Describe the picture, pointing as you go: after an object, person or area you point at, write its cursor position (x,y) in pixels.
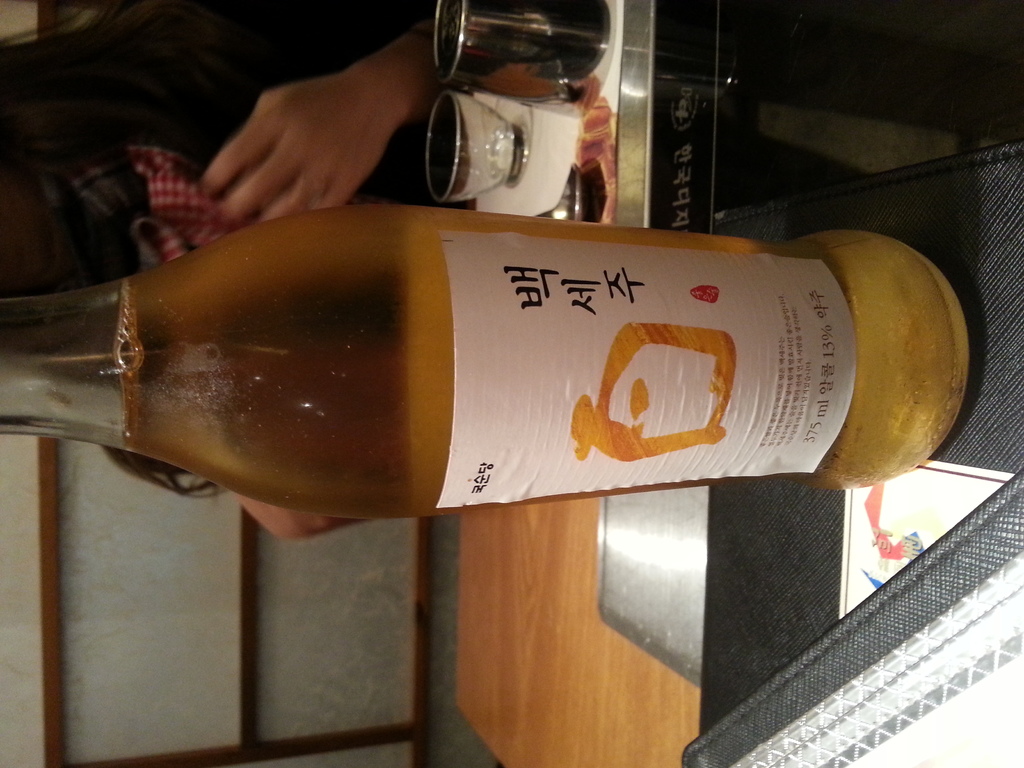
In the center (595,321) we can see wine bottle (616,358) on the table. And we can see glasses (556,89), and we can see one person (219,178) sitting near table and few more objects (607,141) around them.
